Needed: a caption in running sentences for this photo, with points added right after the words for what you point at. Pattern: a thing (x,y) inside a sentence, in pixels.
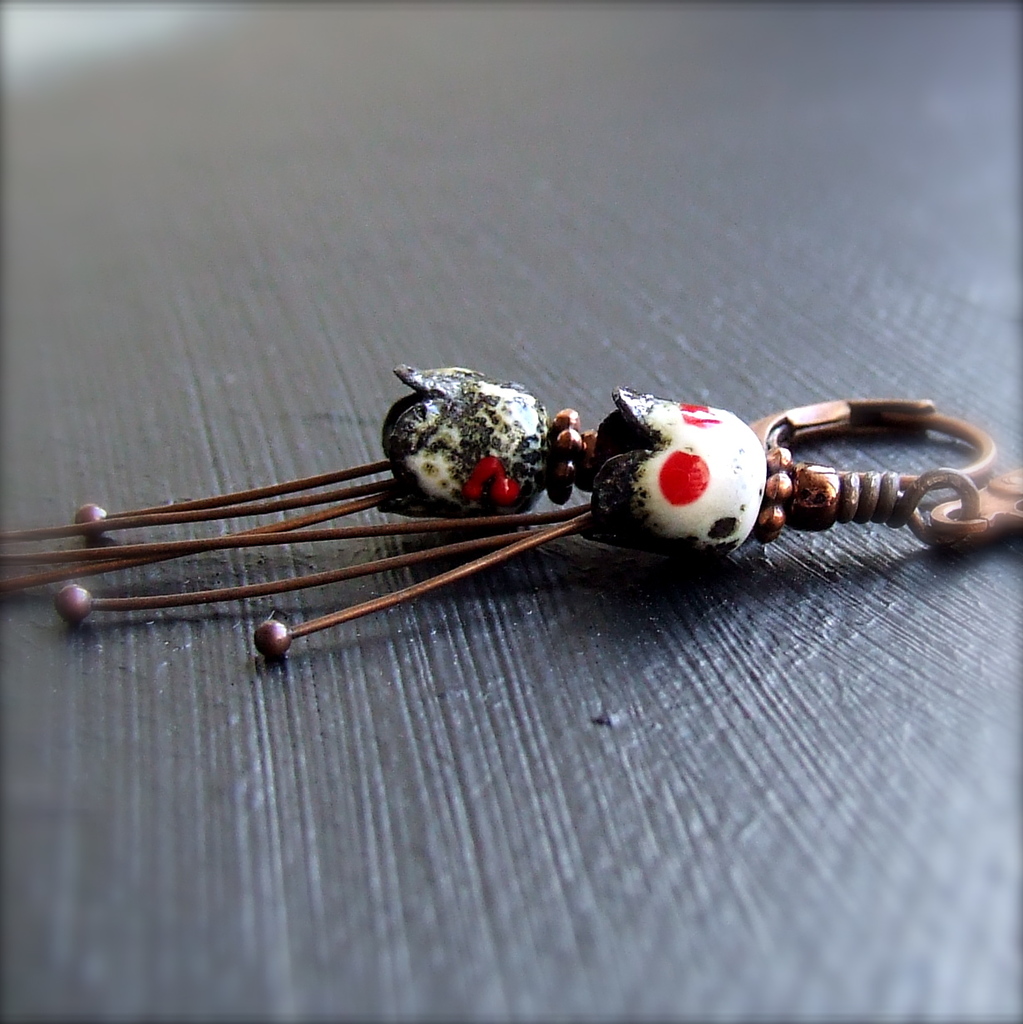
Here I can see an object (363,499) which seems to be a key-chain (562,491) on a wooden surface (450,751).
